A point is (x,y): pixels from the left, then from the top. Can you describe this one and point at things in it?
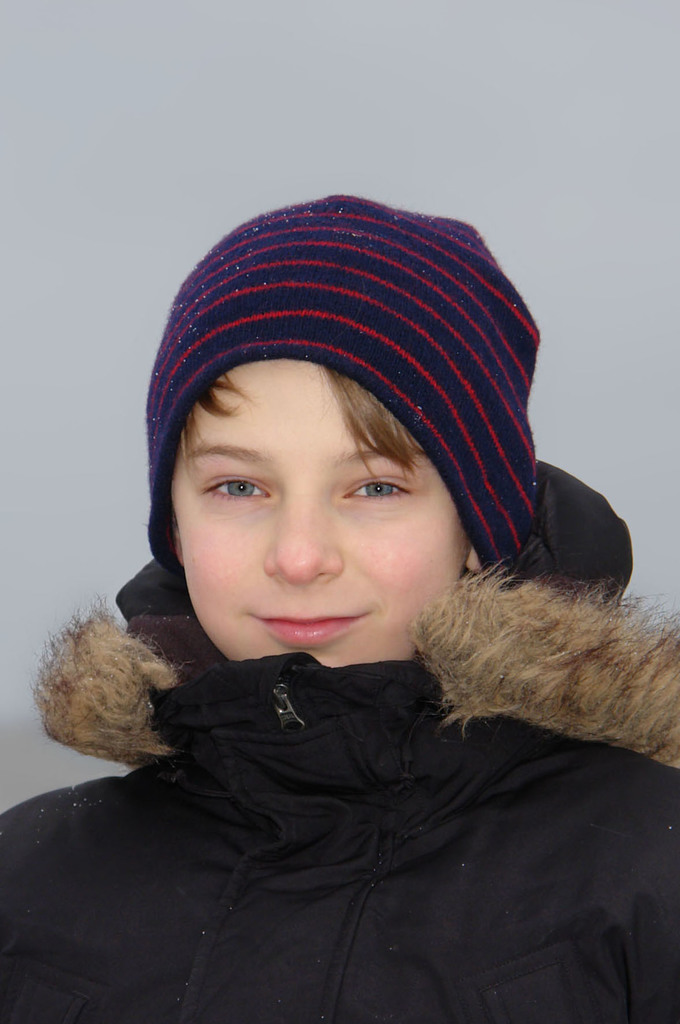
In this image we can see a person (348,391) and behind the person (360,398) we can see a white background (9,357).
